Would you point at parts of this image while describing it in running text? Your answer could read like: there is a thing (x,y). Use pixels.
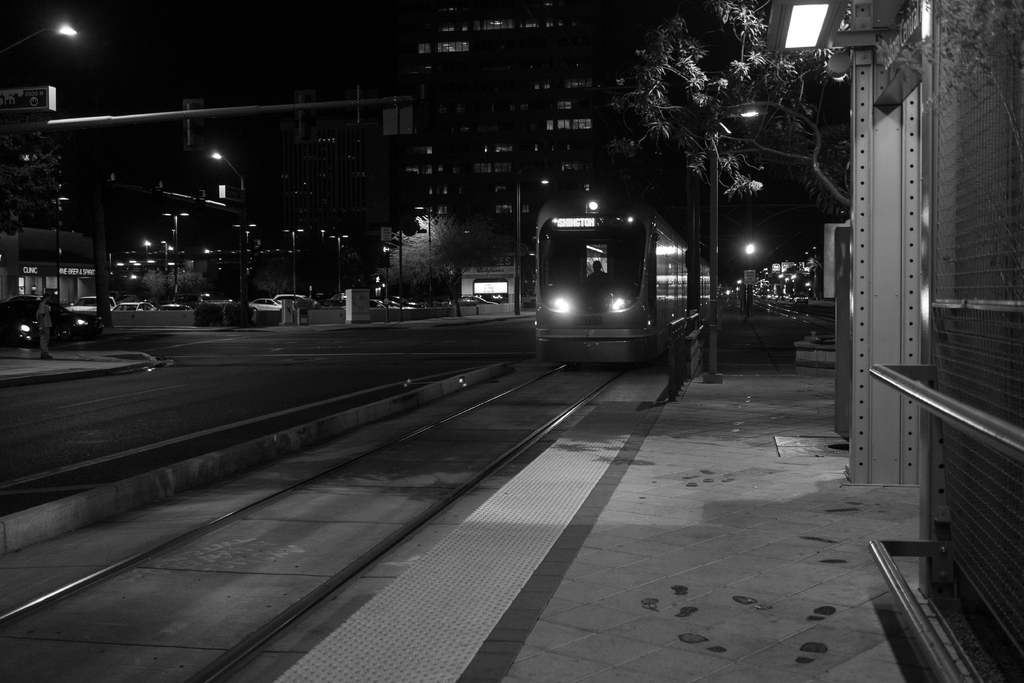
In this picture I can see the train (545,300) on the railway track (527,388). I can see trees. I can see a few vehicles (167,305) in the parking space (155,302). I can see the vehicles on the road (180,374). I can see pole lights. I can see the buildings (415,141).
